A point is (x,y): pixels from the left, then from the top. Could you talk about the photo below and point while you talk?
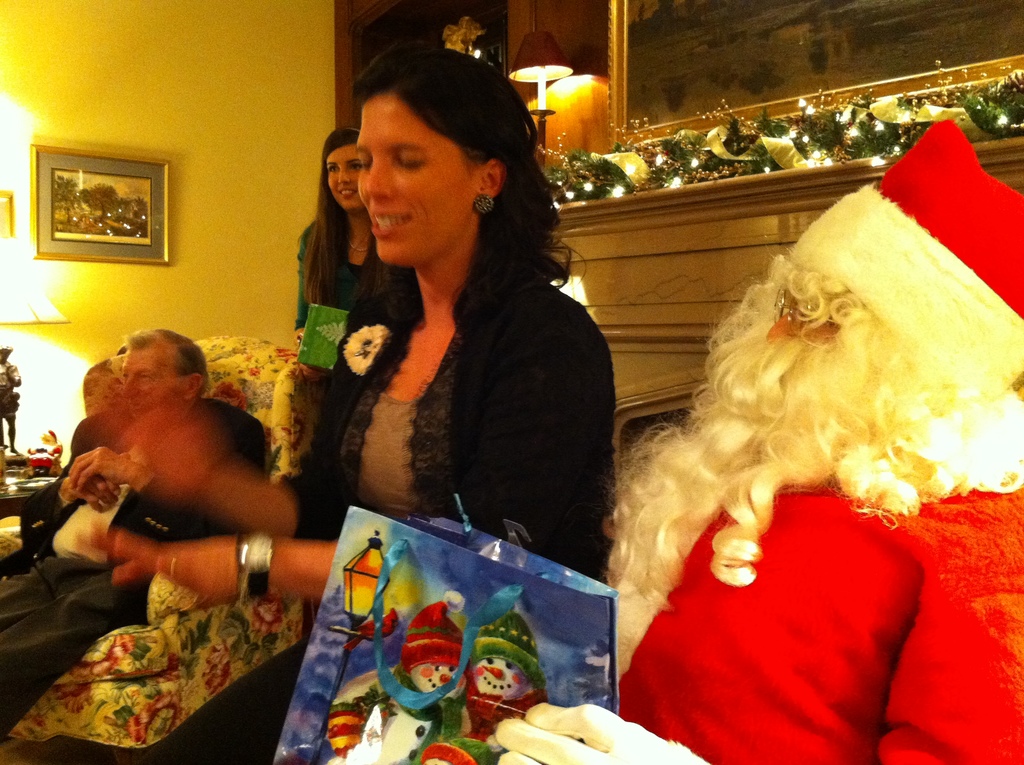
In this image I can see few people (419,454) and I can see one of them is wearing a costume (768,469). I can see this person (647,611) is holding a bag (599,586) and on it I can see few paintings (513,622). On the left side of the image (31,213) I can see a table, a frame (62,197) on the wall (134,296), a lamp (11,300) and few things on the table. On the right side of the image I can see few plants like things (595,188), number of lights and a lamp (548,45).
